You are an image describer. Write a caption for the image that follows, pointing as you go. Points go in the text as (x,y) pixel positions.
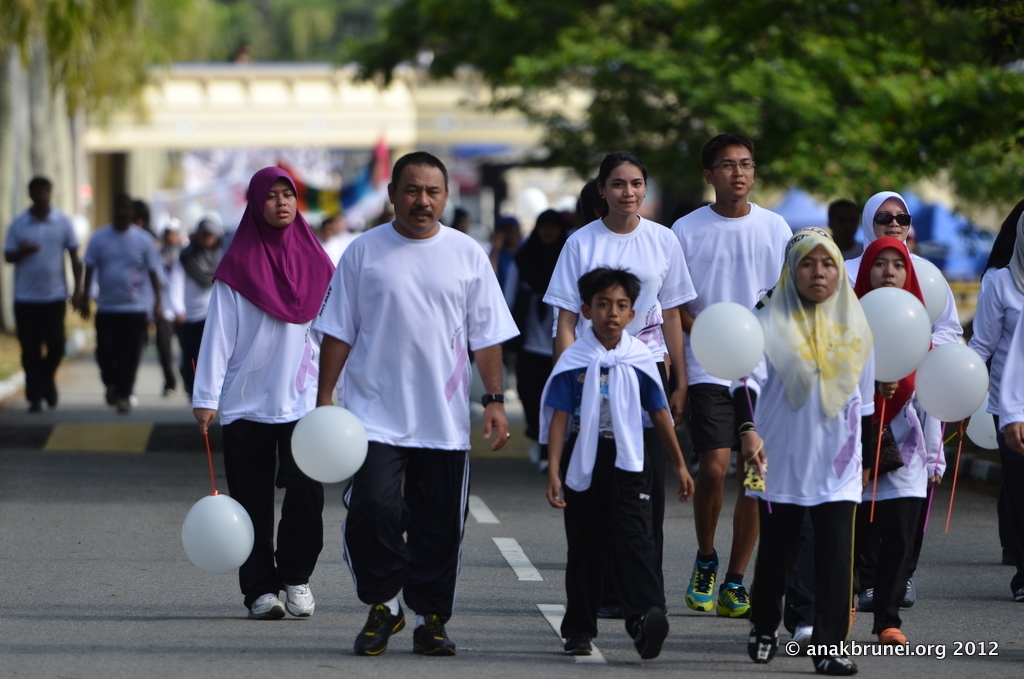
In this picture there is a group of men and women (431,316) wearing white color t-shirt (408,390) walking on the street (487,559) and holding white balloons (886,375) in the hand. Behind there some trees (875,112) and yellow color house (374,99).
